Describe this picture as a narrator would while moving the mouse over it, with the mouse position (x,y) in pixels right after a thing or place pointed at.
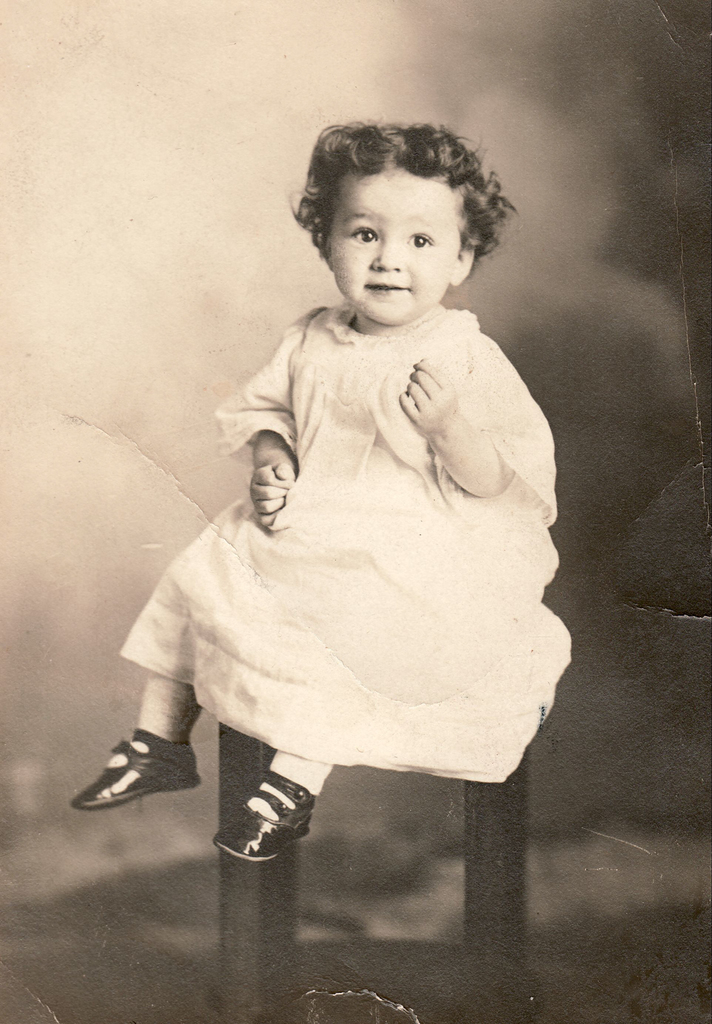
It is a black and white image there is a baby (501,639) sitting on a stool (265,763).
